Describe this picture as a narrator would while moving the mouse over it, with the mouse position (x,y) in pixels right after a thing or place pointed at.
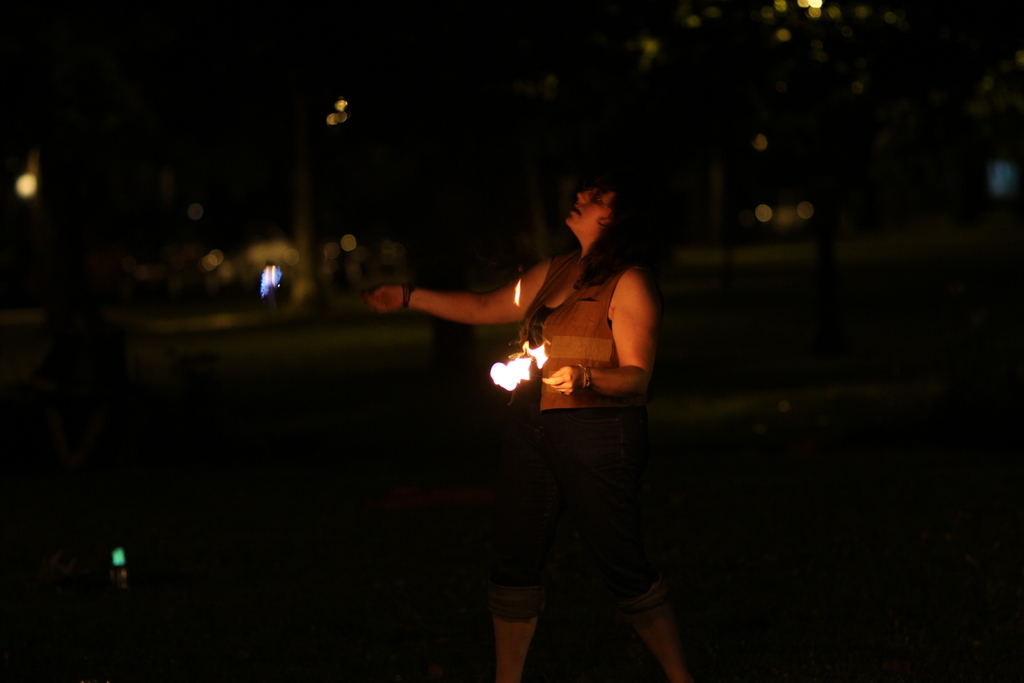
In this picture we can see a person (636,357) standing and playing with fire rods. The background (787,128) is dark.
